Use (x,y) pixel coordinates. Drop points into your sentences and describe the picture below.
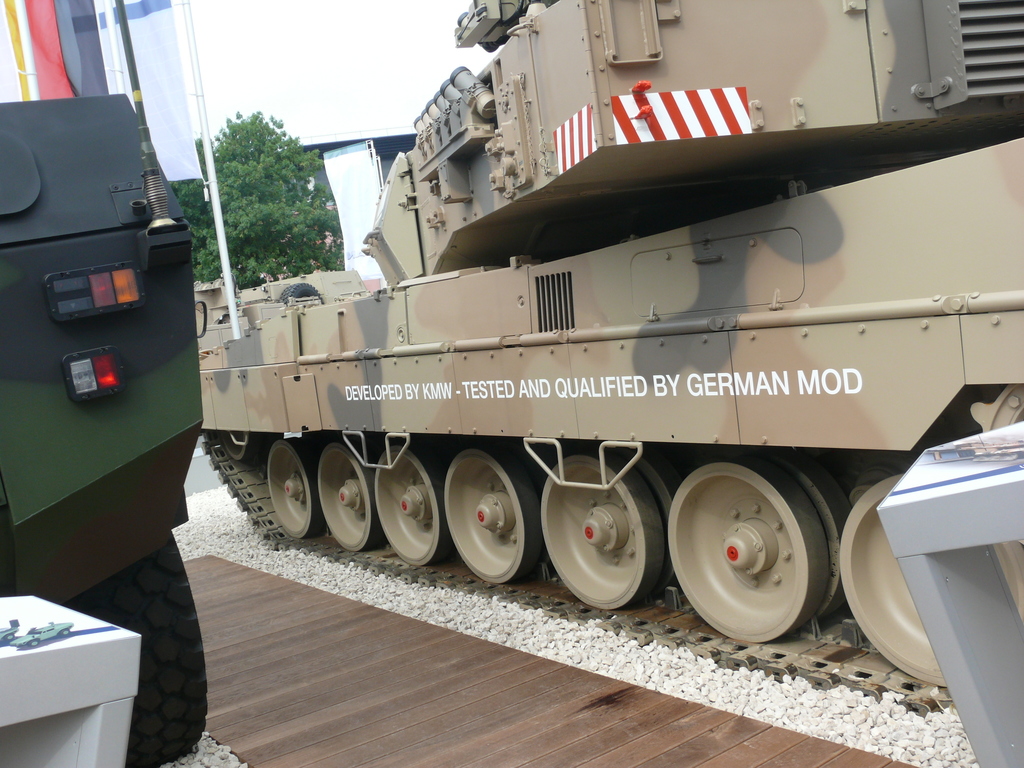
In this picture, it seems like army vehicles (492,332) in the foreground area of the image (479,266), there is a tree (282,183) and the sky (301,122) in the background (365,106).
